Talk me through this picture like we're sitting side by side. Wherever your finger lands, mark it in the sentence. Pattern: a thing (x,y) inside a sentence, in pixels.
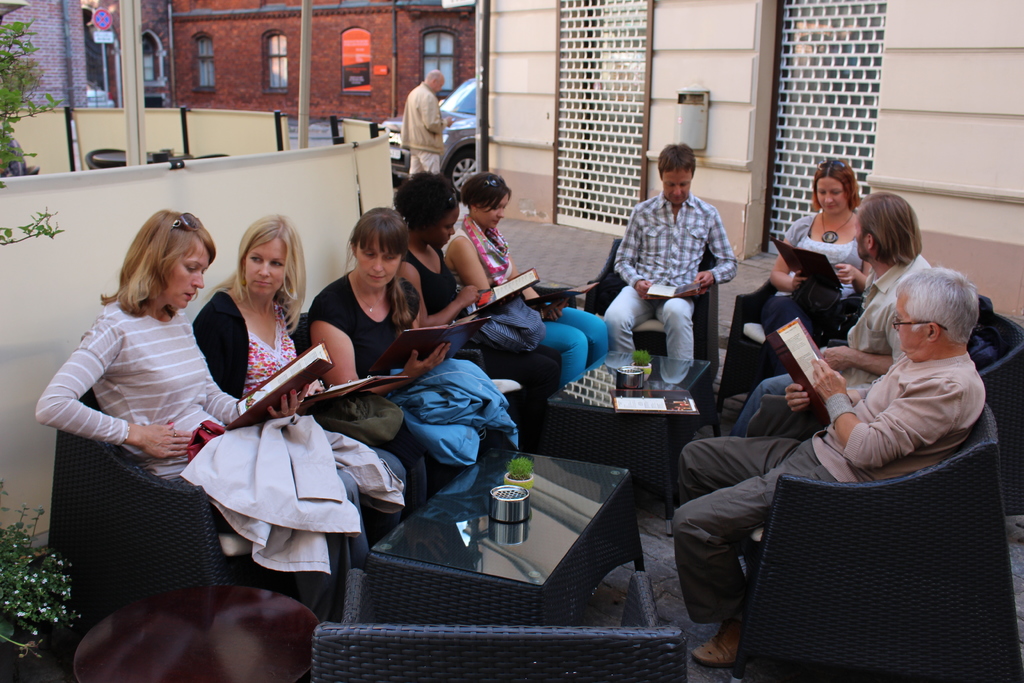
In the image we can see there are many people (335,338) sitting, they are wearing clothes (346,322) and some of them are holding files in their hands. Here we can see chairs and tables (584,521) on the tables (537,520) we can see pots (517,466) and other objects (519,487). Here we can see mesh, vehicles (452,124) and poles (307,52). Here we can see the buildings (213,50) and windows (282,77) of the buildings (271,67).
